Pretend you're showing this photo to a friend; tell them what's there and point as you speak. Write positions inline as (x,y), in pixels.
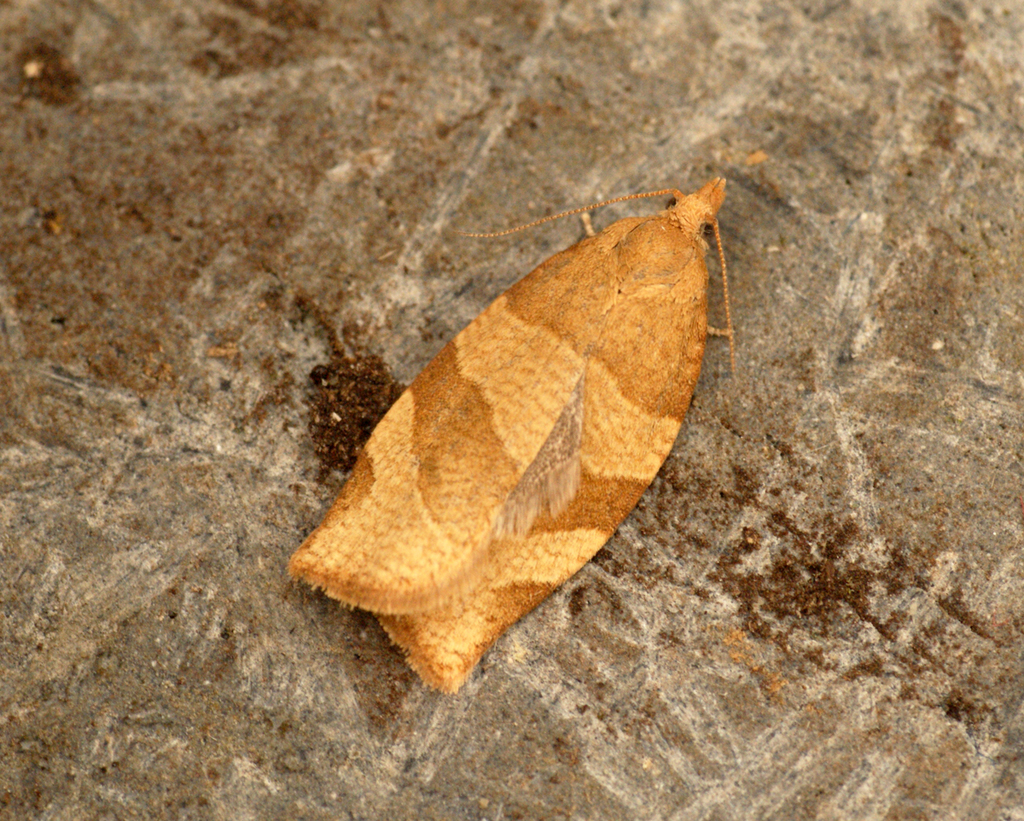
This image consists of a moth (526,466) in brown color. It is on the ground (561,688). At the bottom (505,700), there is a ground (481,709).
